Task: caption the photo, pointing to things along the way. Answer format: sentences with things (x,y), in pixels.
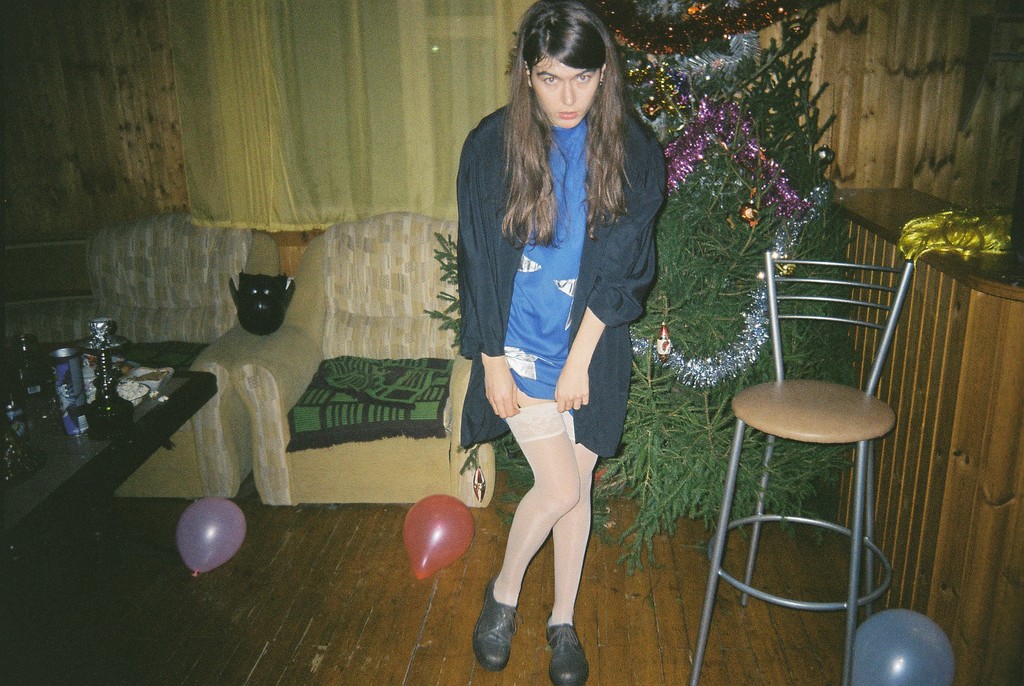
There is a woman (601,57) standing, behind this woman (578,77) we can see tree (804,455) with decorative items (702,69). We can see chairs (194,294), objects (39,414) on the table (37,471) and balloons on the floor (100,610). In the background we can see curtains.
